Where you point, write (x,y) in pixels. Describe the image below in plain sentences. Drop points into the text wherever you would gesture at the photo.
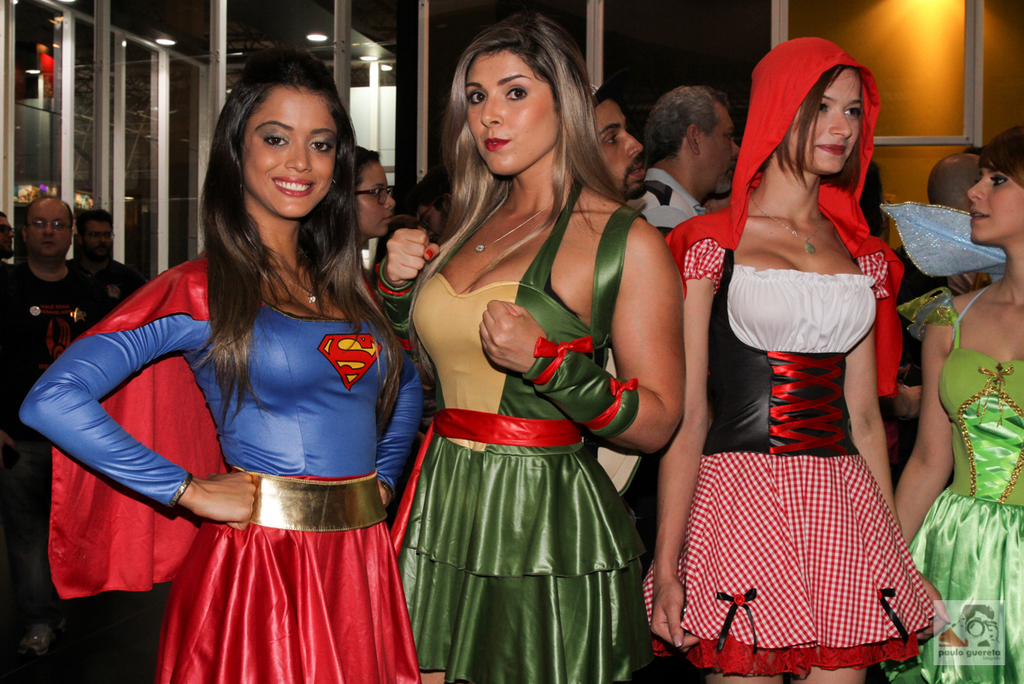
In the picture we can see four women (101,445) are standing together in the different costumes (292,446) and behind them, we can see some people (903,444) are standing and in the background (916,39) we can see the glass wall (77,115).
